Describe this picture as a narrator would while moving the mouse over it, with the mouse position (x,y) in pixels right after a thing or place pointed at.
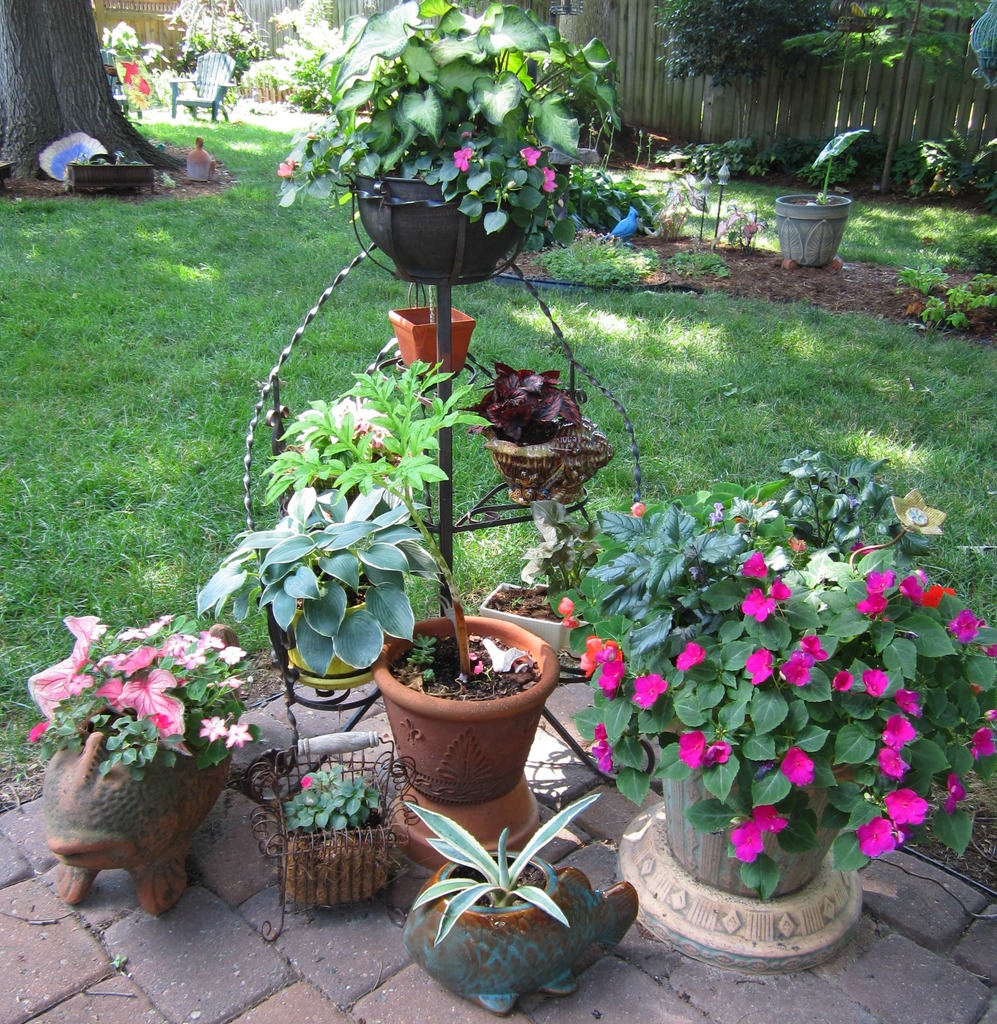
In this picture I can see grass (132,301). I can see plants (239,62), flowers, tree trunk (6,35) and some other objects (225,58), and in the background (929,83) there is fence (861,72).
